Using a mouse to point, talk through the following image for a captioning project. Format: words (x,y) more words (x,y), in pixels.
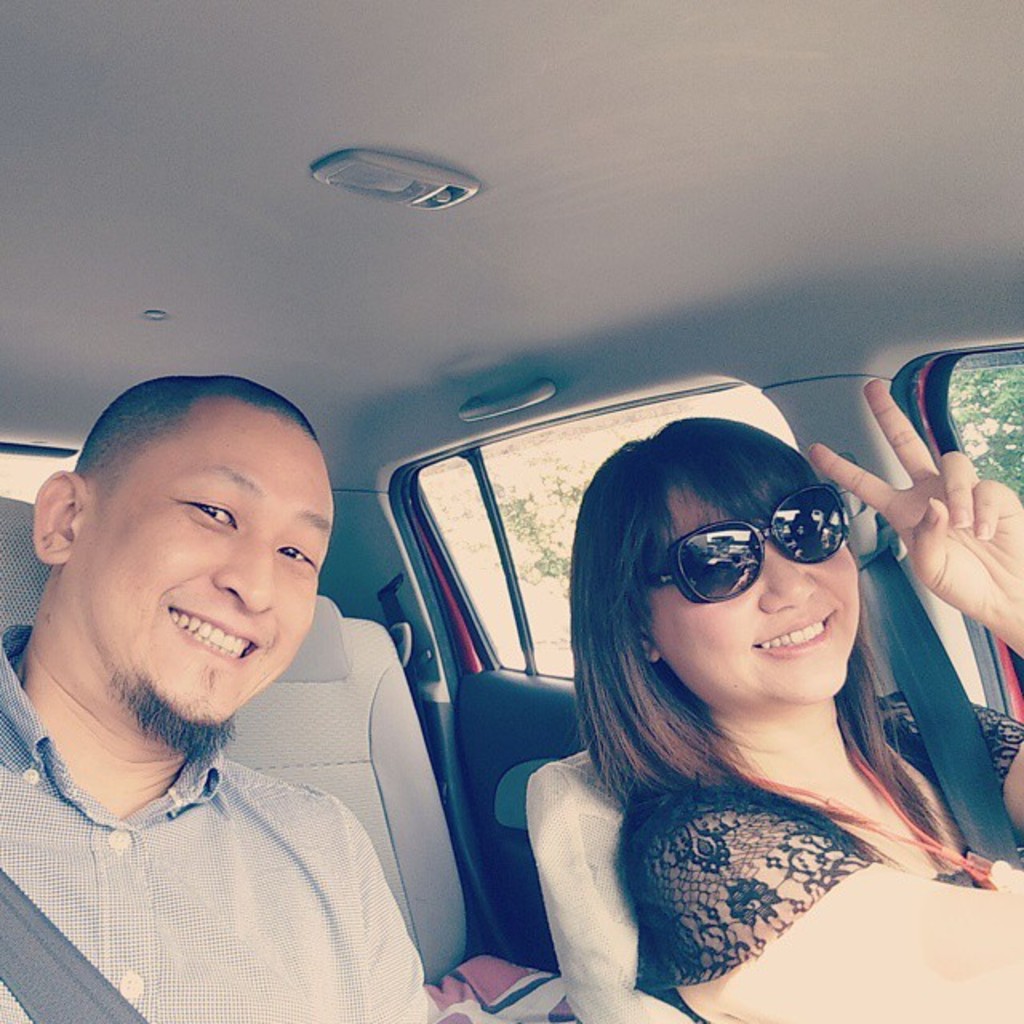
In this image we can see two people (322,549) sitting in a car (353,538).
